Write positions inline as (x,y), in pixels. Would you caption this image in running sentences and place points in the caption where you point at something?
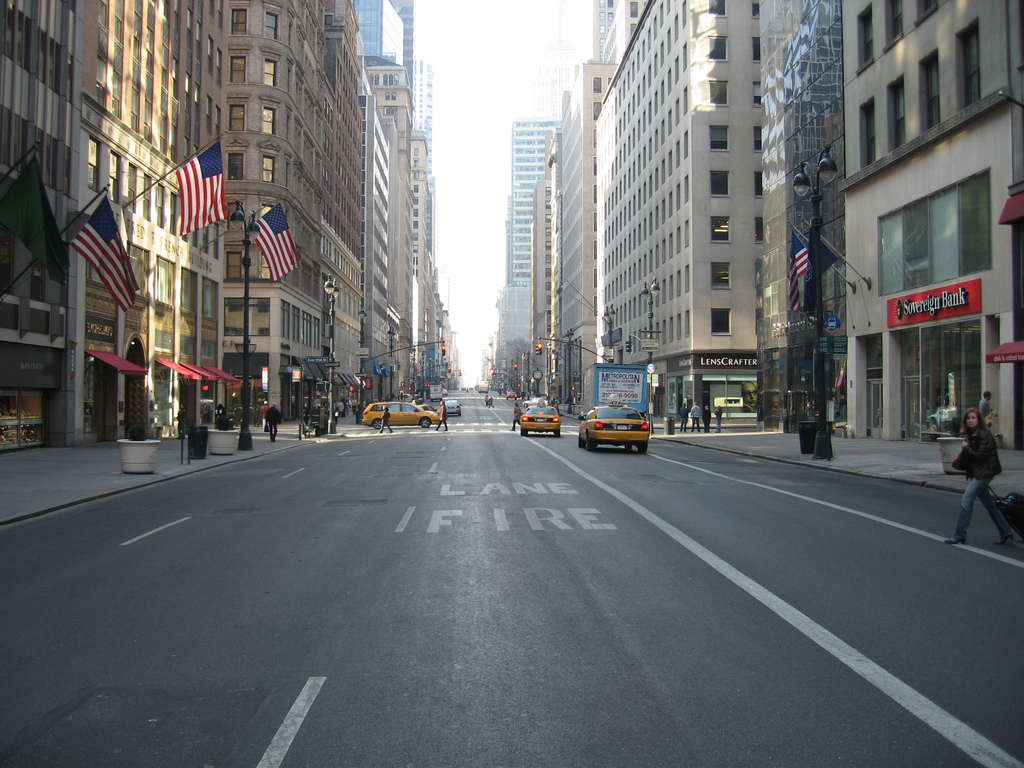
In this picture I see few buildings (52,54) on the left (64,276) and right side (686,89) and few flags (280,213) and vehicles (589,392) moving on the road (442,434) and few of them walking and few are standing on the sidewalk (720,434) and we see poles (391,392) on the sidewalk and plants (136,423) in the pots (232,434) and I see a cloudy sky (491,107) on the top of the picture (515,97).
